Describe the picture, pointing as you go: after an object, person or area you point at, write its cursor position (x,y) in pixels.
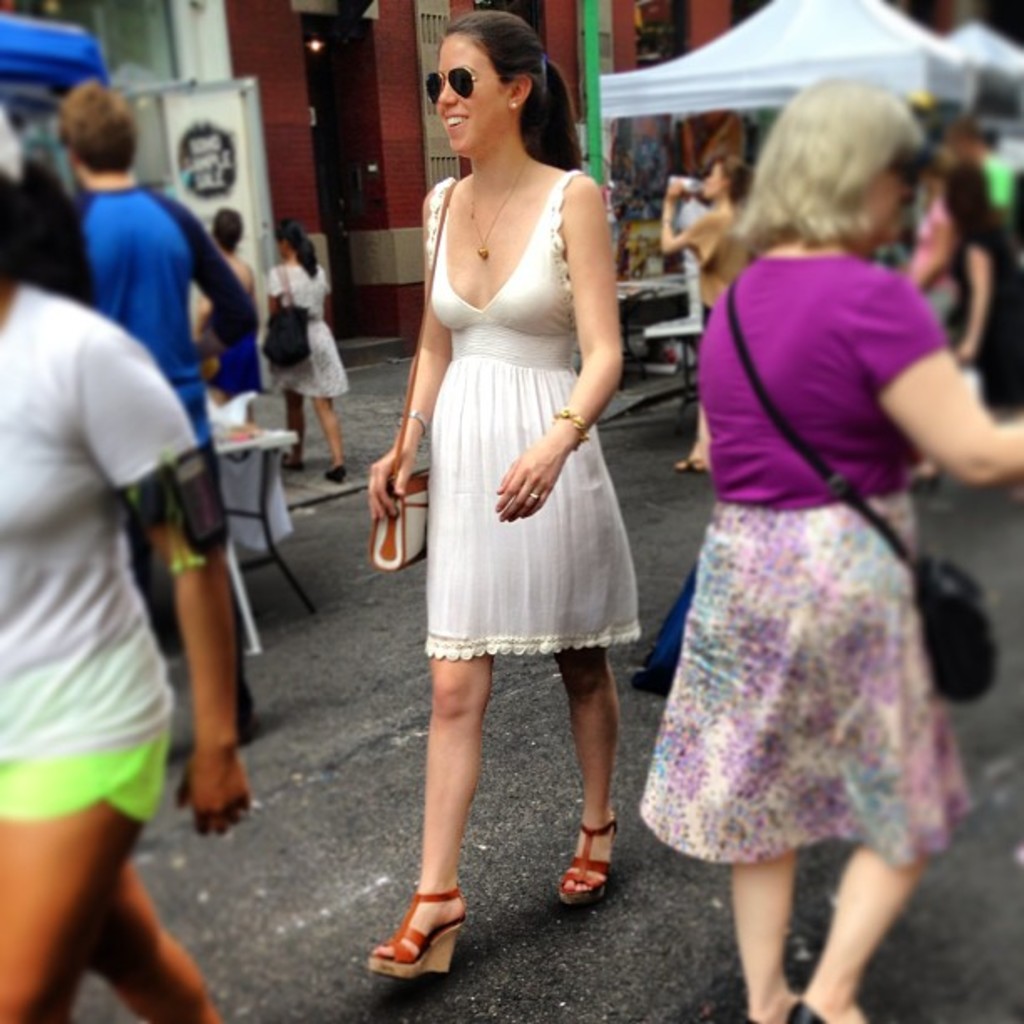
In this picture i can see people (483,522) among them few women (557,470) are carrying bags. In the background (761,89) i can see stalls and other objects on the ground (370,422).
